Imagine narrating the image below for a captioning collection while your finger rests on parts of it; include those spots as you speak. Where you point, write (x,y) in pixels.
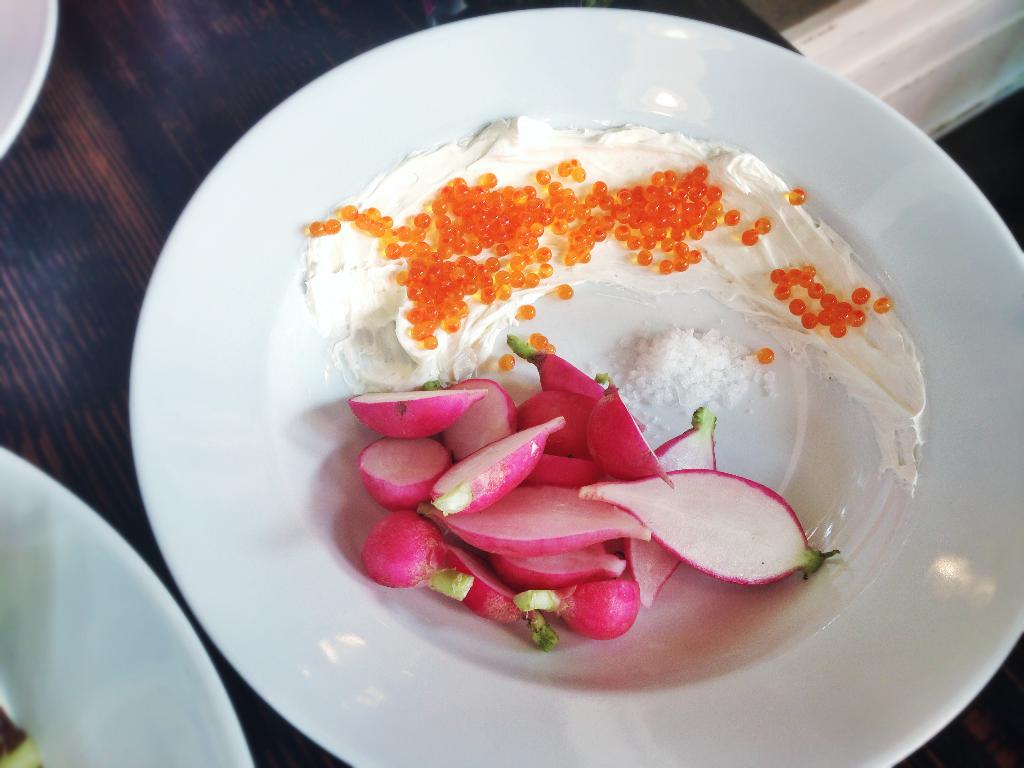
In this picture there is a plate (407,94) in the center of the image (489,444), which contains food items (584,406) in it and there are other plates (14,69) in the top left (37,95) and bottom left side of the image (81,721).
